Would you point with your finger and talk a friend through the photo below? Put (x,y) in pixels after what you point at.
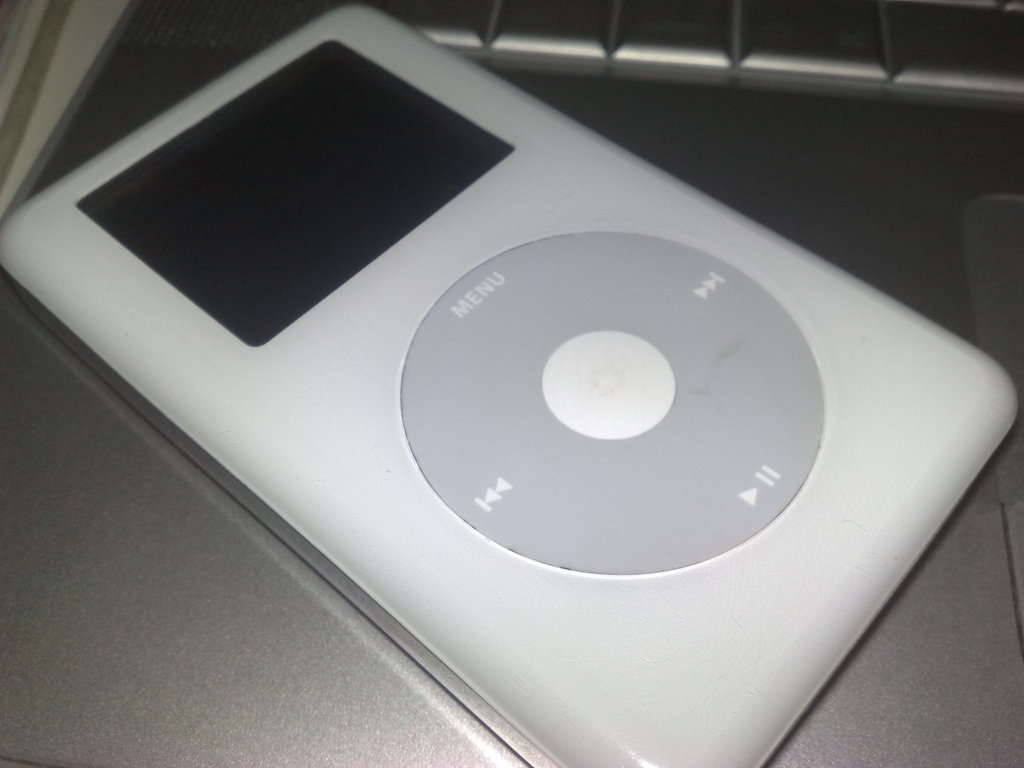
This is an iPod (456,564) with buttons (460,333) and screen (392,218). This iPod (412,156) is white in color. I think this is a metal board (250,621).
